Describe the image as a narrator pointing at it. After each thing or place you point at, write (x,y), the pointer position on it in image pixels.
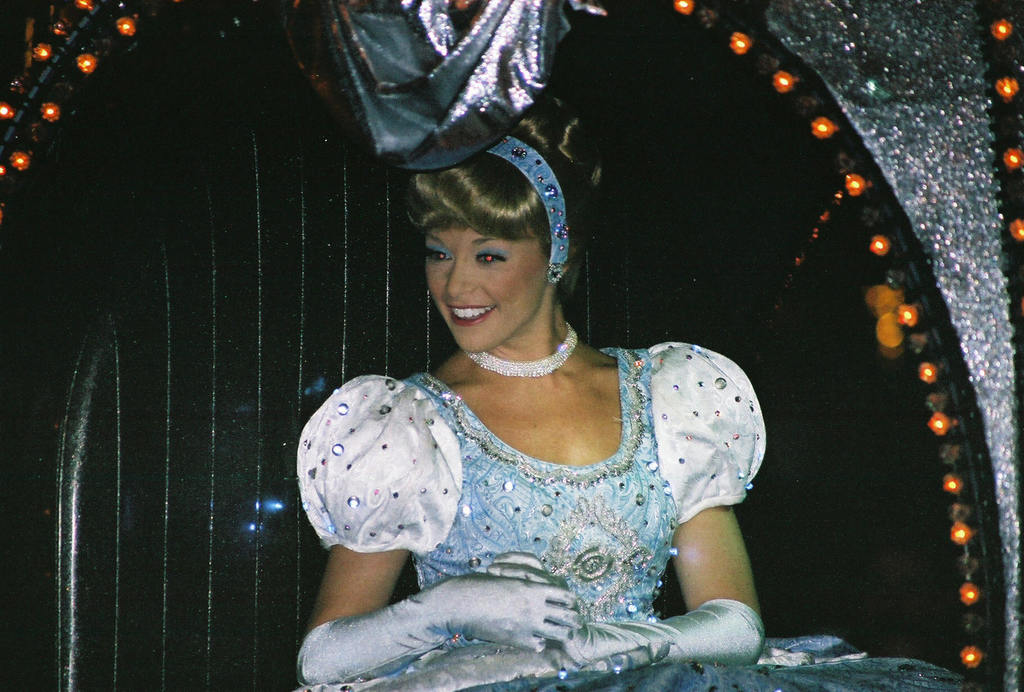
In this picture there is a woman (531,486) who is wearing dress (634,502), gloves (458,579) and necklace (490,367). She is sitting on the chair (350,292). On the corners (89,21) of the chair (341,283) I can see the lights (128,30).
